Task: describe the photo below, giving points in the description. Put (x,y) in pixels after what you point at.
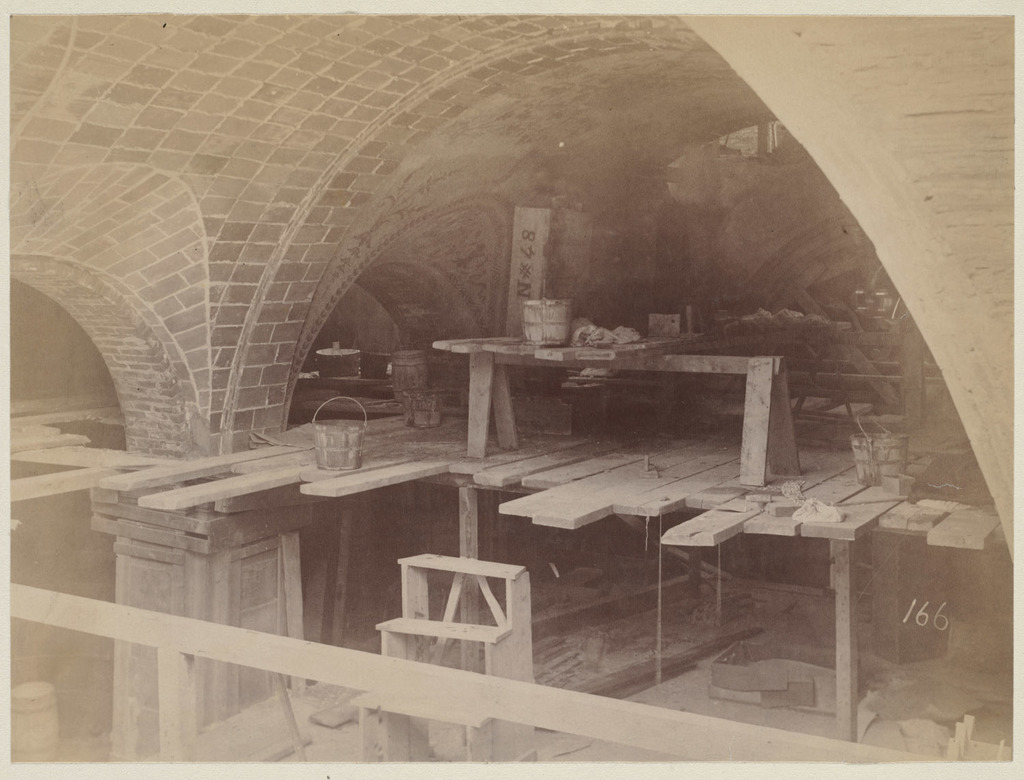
In the image we can see a stone constructed building (190,154). This is a bucket (351,449) and there are many wooden sheets (595,468), this is a floor (748,706) and a number (914,618).
